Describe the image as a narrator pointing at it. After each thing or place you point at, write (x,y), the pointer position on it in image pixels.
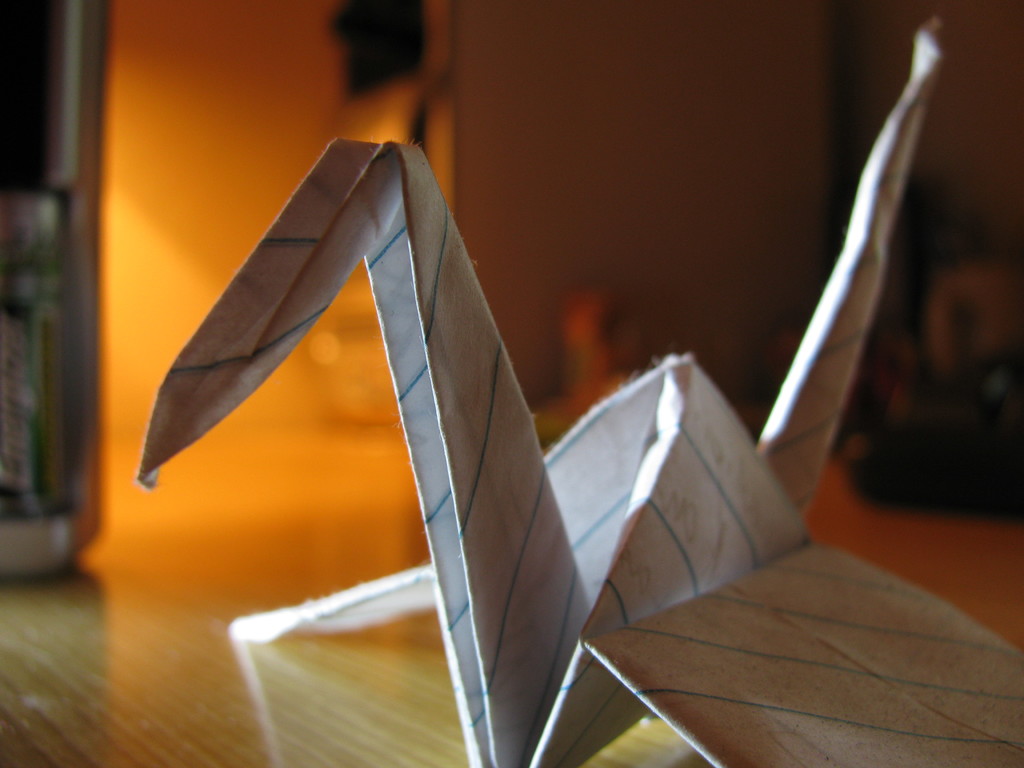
There is a paper craft (691,720) on a wooden surface (198,709).
